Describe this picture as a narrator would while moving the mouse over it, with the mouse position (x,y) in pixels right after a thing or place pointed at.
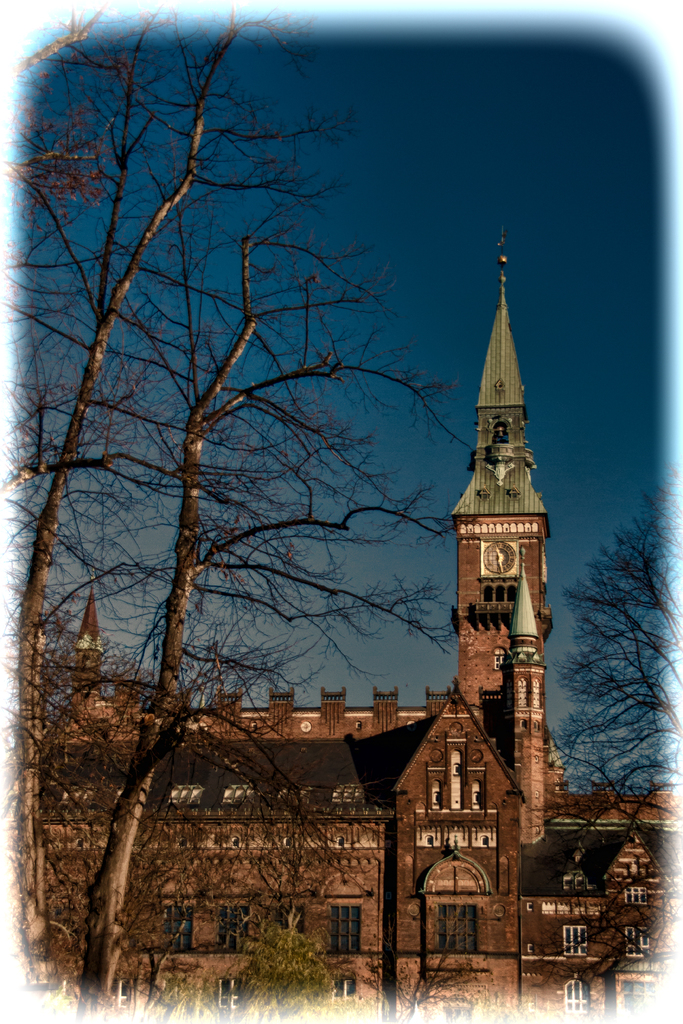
In this image in the front (174,717) there are trees (116,685). In the background (422,792) there are buildings (408,790) and there is a clock tower (463,579) and the sky (180,355) is clear.
